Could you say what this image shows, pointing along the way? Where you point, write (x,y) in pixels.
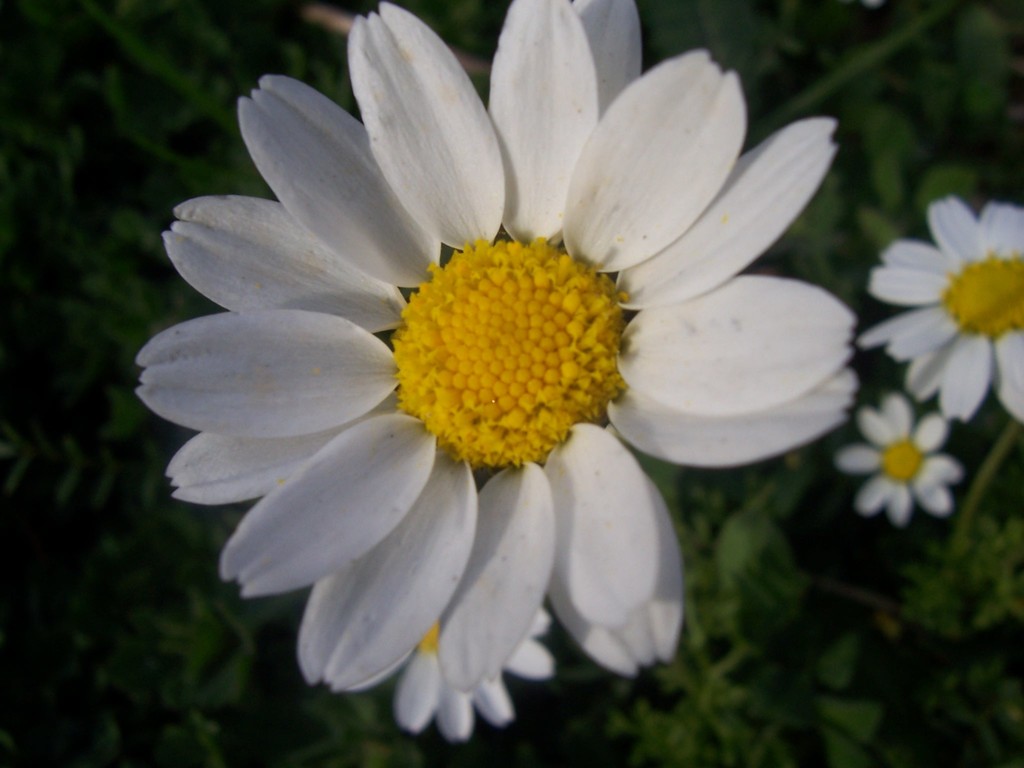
In this image we can see white flowers (769,294). Background (833,585) it is in green color.
